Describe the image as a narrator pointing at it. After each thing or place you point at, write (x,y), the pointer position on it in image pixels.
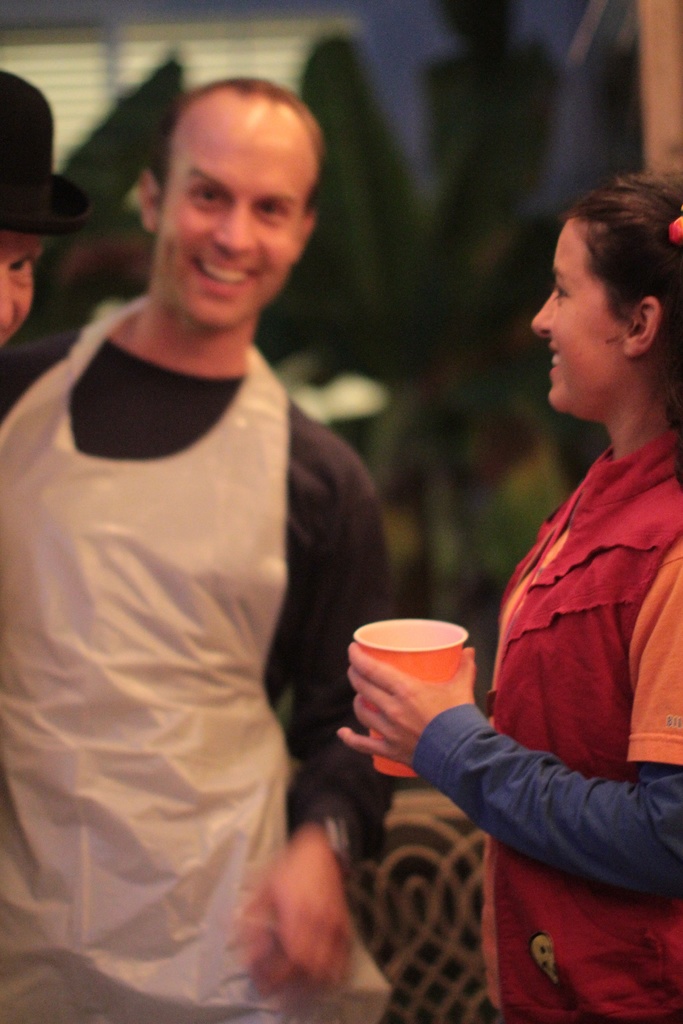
On the right side of the image (523,832) we can see woman (599,673) standing and holding a glass (402,677). On the left side of the image (118,868) we can see persons (132,438) standing. In the background (557,21) there is wall (531,25).
